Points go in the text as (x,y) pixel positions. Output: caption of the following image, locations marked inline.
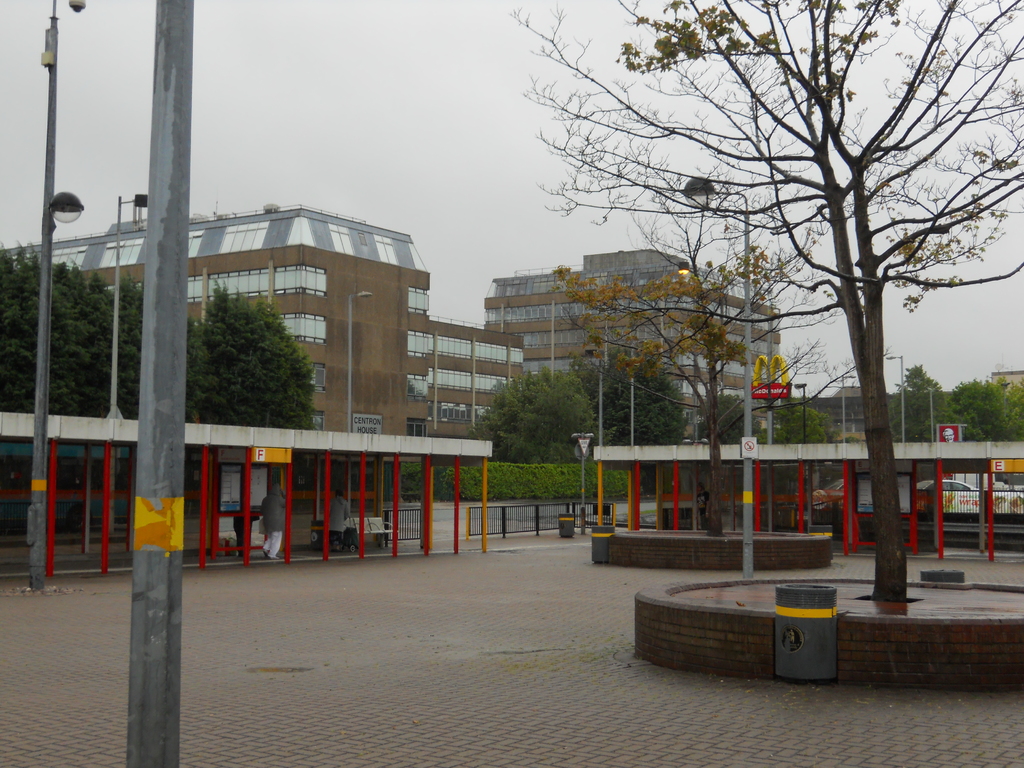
There is a pole (154,345), it seems like a trash bin (785,617) and a tree (886,579) in the foreground area of the image (839,615), there are trees (660,416), poles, buildings (828,409), sheds (349,436) and the sky (479,221) in the background (583,198).
